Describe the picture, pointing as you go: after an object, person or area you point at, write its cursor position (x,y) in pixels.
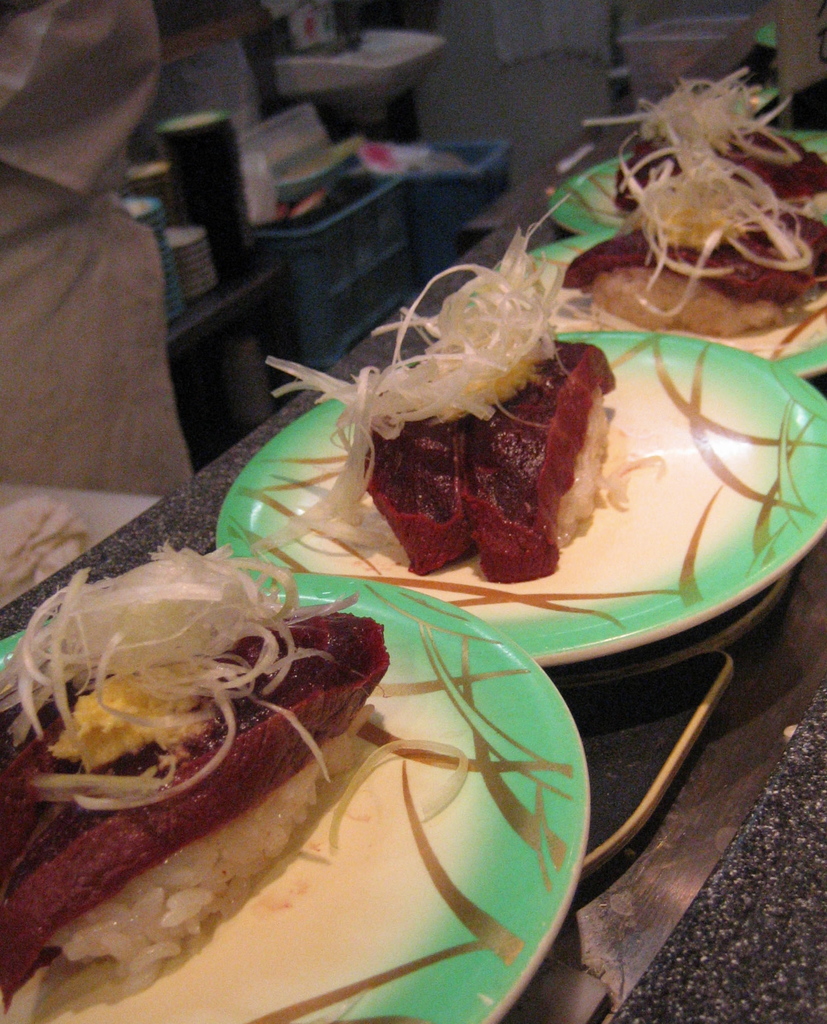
In this image in front (562,410) there are food items (477,455) in a plate (692,356) which was placed on the table (703,924). On the left side of the image (207,282) there are few objects (239,147).
